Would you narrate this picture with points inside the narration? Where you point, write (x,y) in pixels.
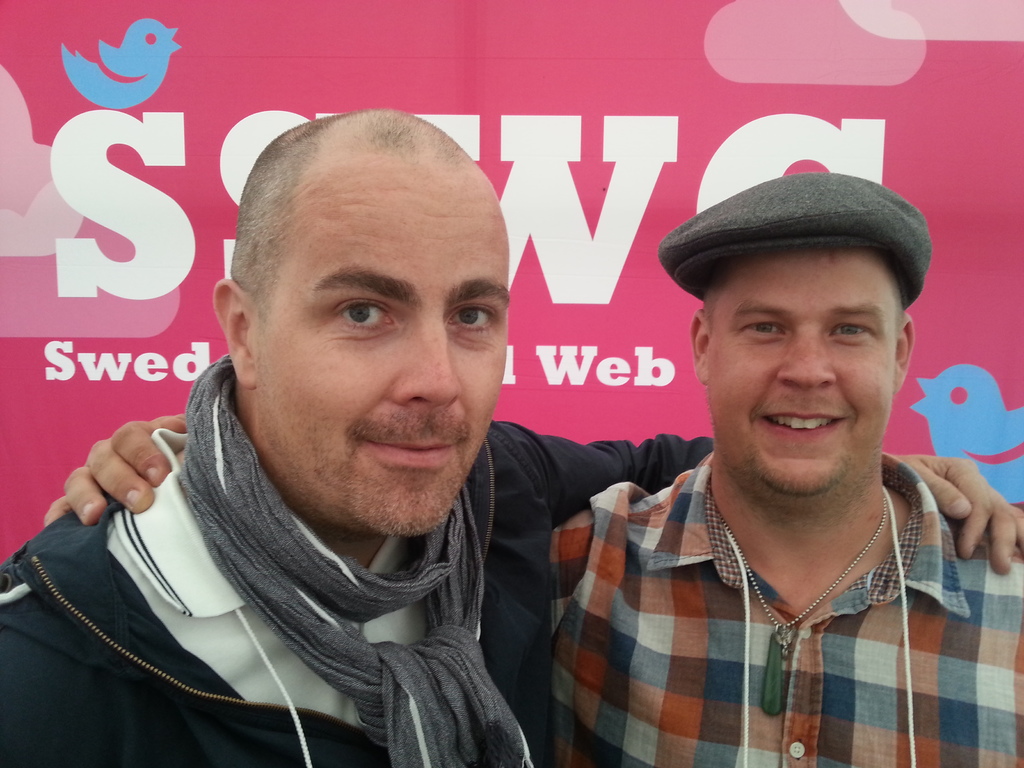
In this picture we can see two men (721,590) are smiling in the front (723,586), a man (723,586) on the right side (686,583) is wearing a cap (798,220), a man (82,741) on the left side (223,544) is wearing a scarf (450,679), we can see some text (535,211) in the background (609,205).
